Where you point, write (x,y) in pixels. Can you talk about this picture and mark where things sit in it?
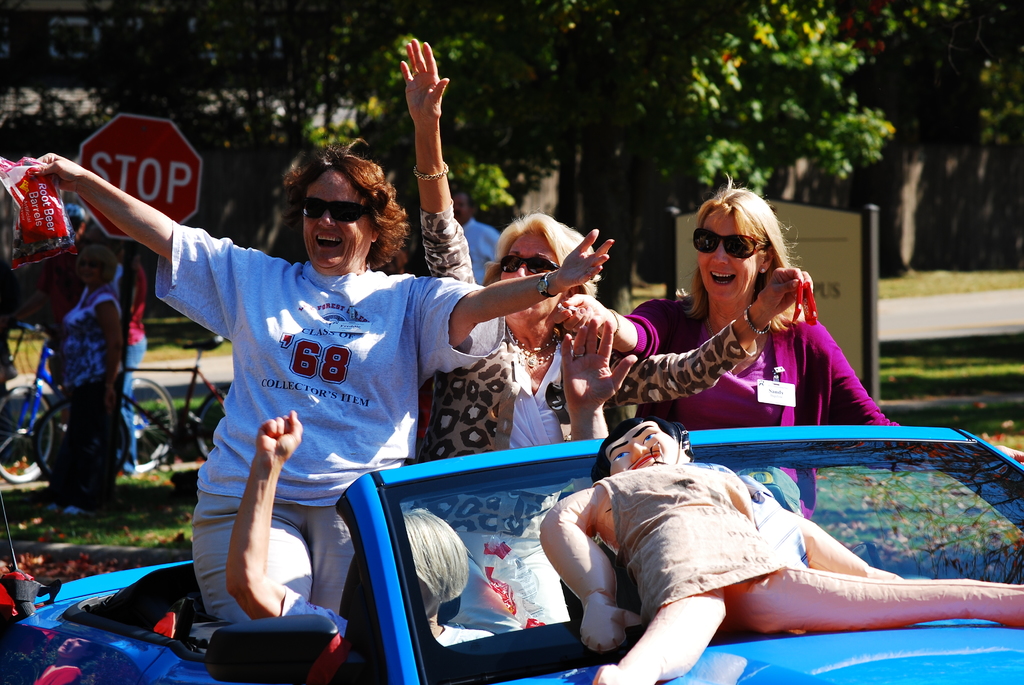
This image is clicked in a park (149,353). There are trees (573,49) on the top (209,96) and there is car (381,650) in the bottom (498,611). In the car (798,496) there are four people (730,390), three are Standing and one is sitting. All of them are laughing and there is a stop board (144,195) behind them. There is a cycle (38,387) near stop board (126,147) and a person (84,428) is standing near that board (143,145).
